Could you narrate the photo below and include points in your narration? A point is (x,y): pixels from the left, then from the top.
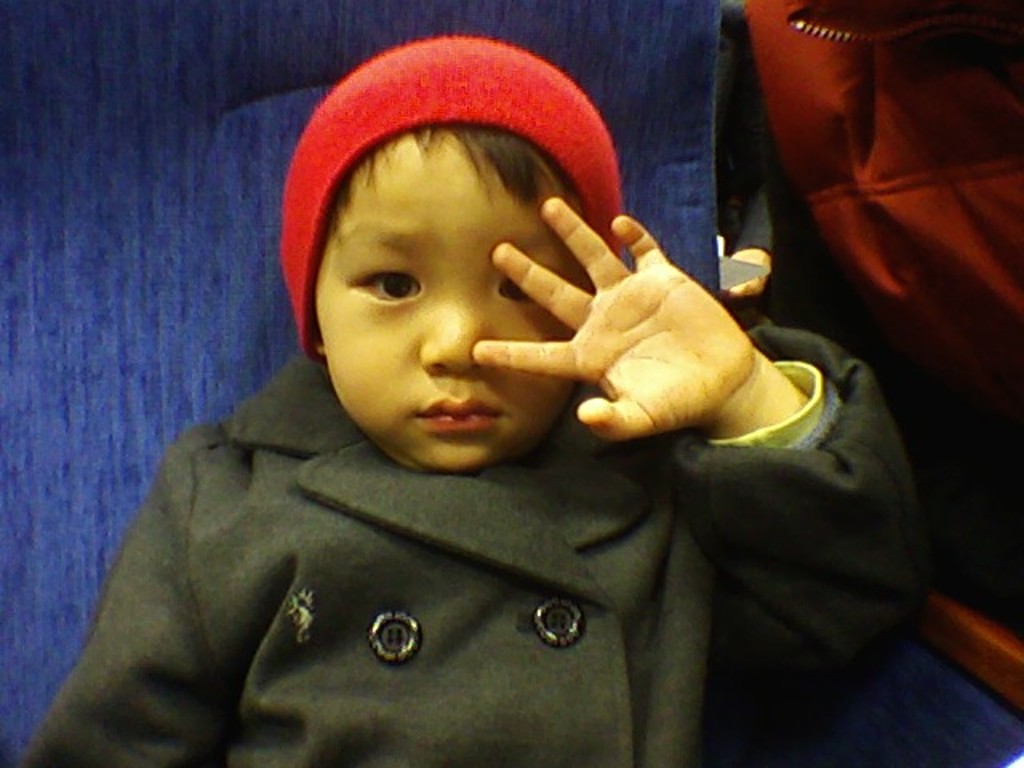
This picture shows a boy (529,309) seated in the chair (275,6). He wore a red cap (515,101) on his head (473,148) and a black coat (771,534). The chair (155,86) is blue in color.
